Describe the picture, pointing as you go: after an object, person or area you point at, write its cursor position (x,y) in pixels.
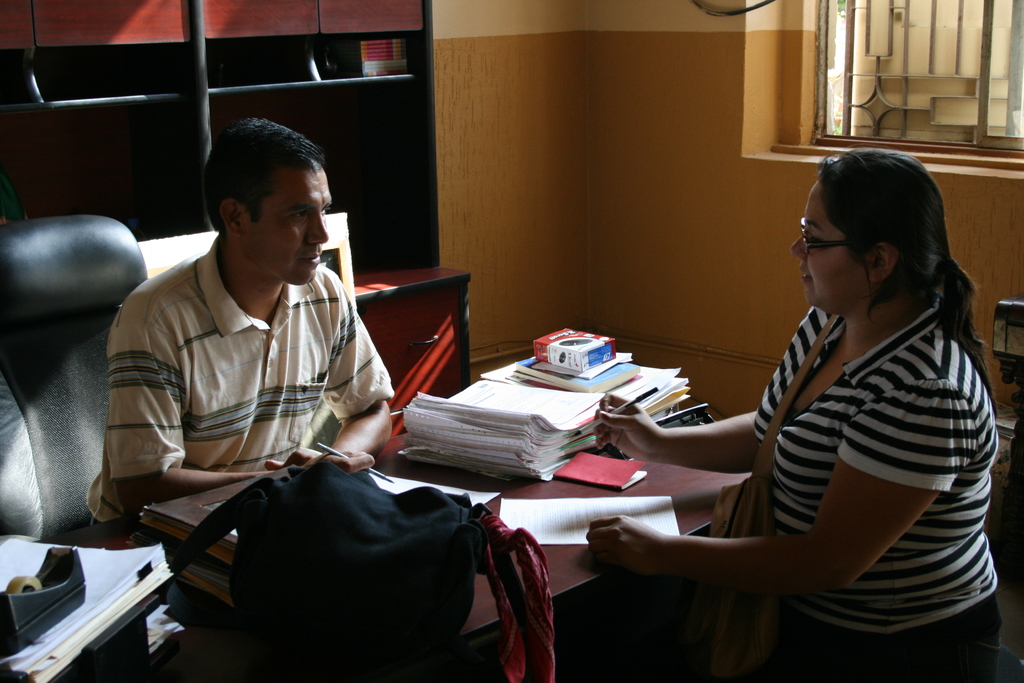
In this picture there is a man (244,311) who is wearing a cream t shirt (225,340) is sitting on the chair (47,330). To the right (856,404), there is a woman (856,424) who is wearing a cream bag (755,527) is also sitting on the chair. There are some papers (119,585) on the table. There is a box (578,345) on the table (389,470). There is a desk (421,317) at the background (405,317).
